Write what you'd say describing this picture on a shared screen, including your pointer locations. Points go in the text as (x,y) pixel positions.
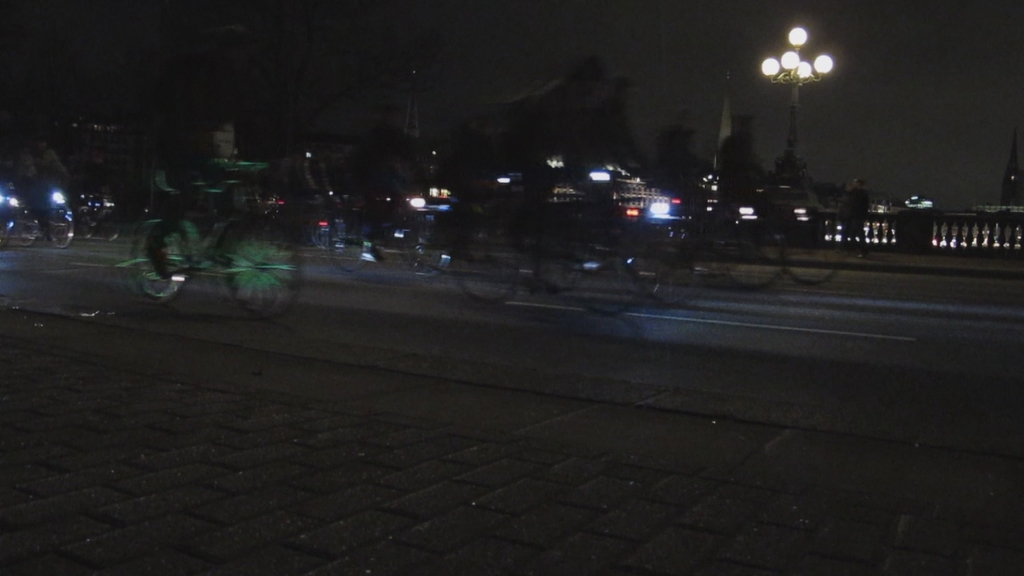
In the foreground of this image (253,199), there are people (482,211) riding bicycles (24,225) on the road (638,332). At the bottom (477,557), there is pavement (544,558). In the background (904,241), there is railing (892,221), lights (770,58), buildings (621,183) and the dark sky (688,53).
